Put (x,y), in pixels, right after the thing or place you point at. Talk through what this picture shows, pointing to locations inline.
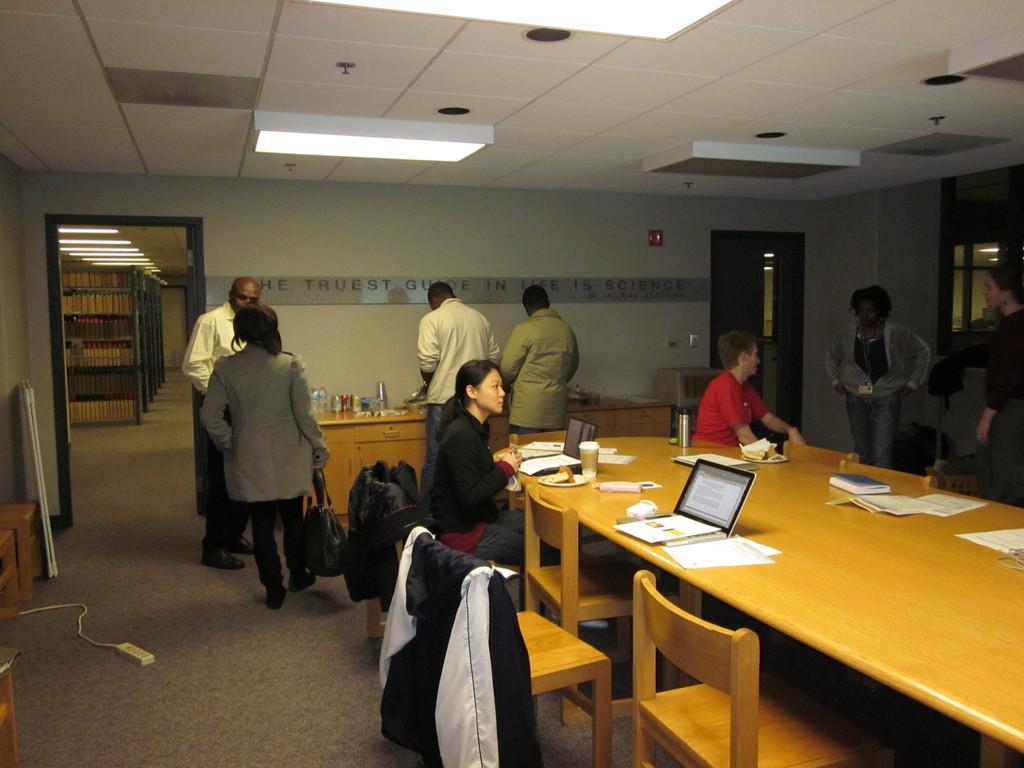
In this picture we can see some people (503,484) are sitting and some people (304,401) are in standing position they are talking with each other there and so many chairs (678,627) in front of the table (904,547) on the table (766,512) we have books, papers (885,502), laptops (563,458), bottles (681,441), cups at back (375,445) side we can see one more table (373,431) on that table (406,420) we have some eatable things (380,414) bottles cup (380,391) and we have a door (778,280). At the background (117,325) we can see shelves (125,368) which is filled with full of books (131,398).
